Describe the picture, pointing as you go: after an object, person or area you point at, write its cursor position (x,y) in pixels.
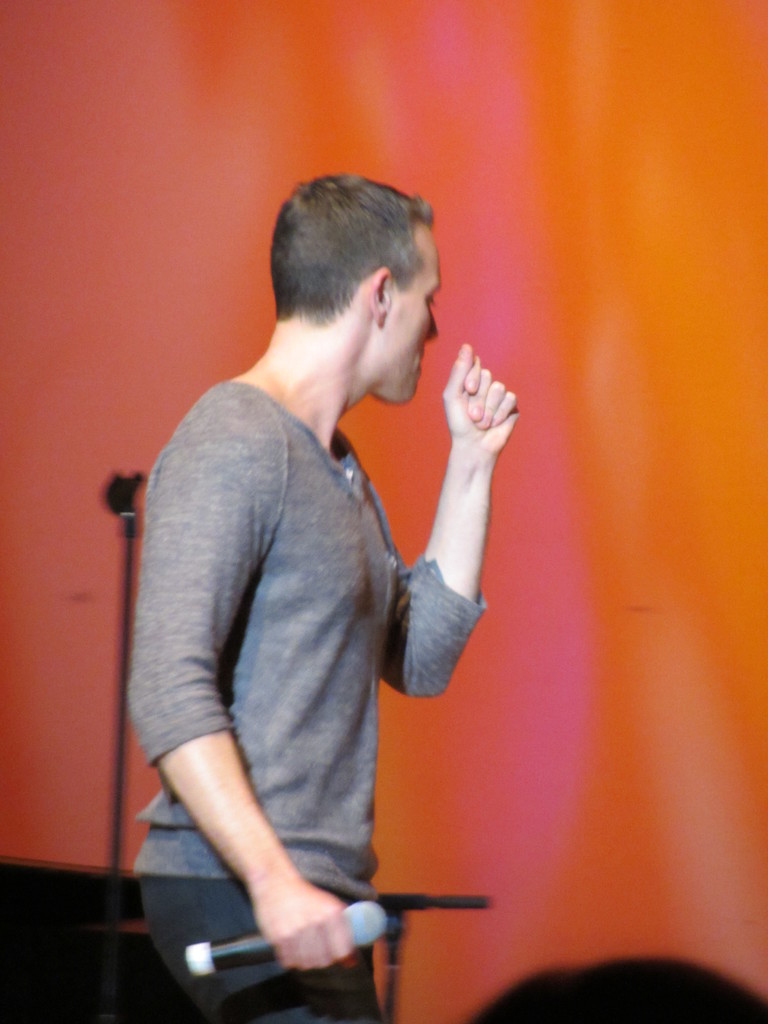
In this image I can see a man (231,682) wearing a t-shirt (209,532), holding a mike (268,959) in the hand (303,959) and standing facing towards the right side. In the background (128,645) there is a metal object (108,933). The background (704,855) is blurred.
